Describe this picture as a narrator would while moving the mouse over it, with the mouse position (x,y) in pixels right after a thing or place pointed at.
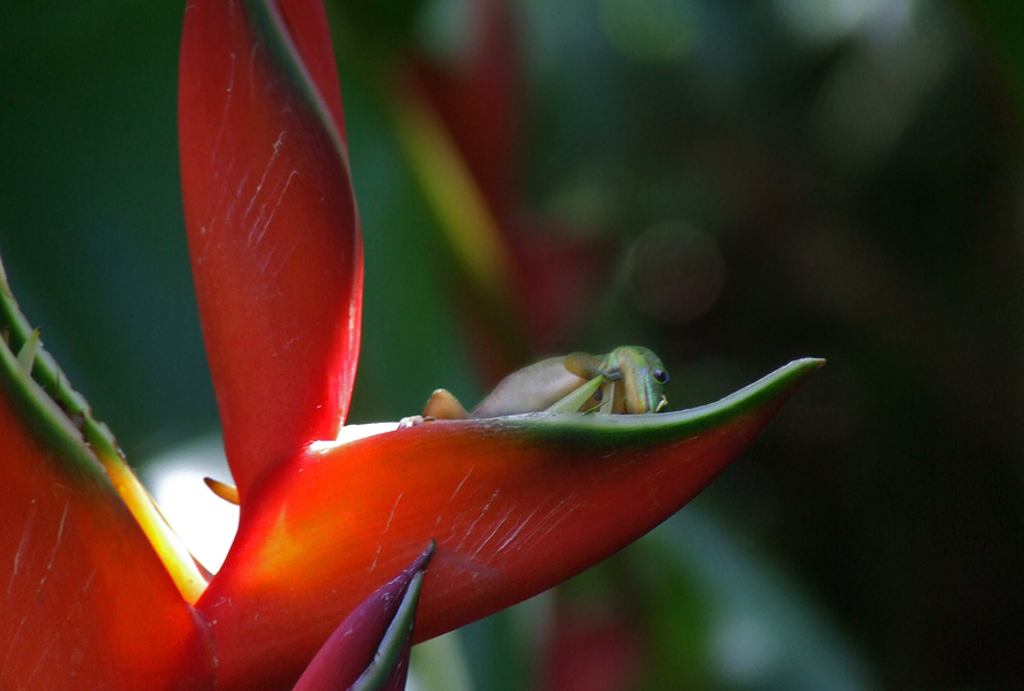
In this image, we can see a lizard (597,374) on a flower (383,483). In the background (891,496), image is blurred.
